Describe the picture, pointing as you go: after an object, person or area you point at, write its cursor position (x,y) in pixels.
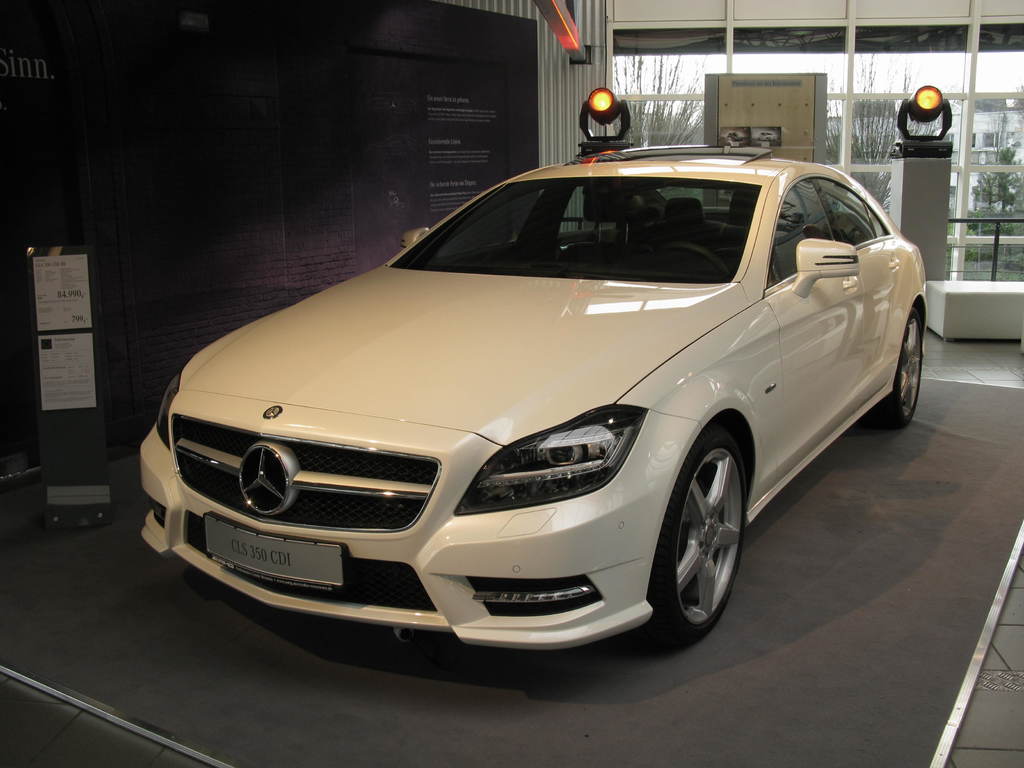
In this image, I can see a car (726,268), which is white in color. These are the focus lights (603,138). This looks like a board (102,522). I think this is a kind of a hoarding (296,127). I can see a glass window (855,80). This is the floor (770,655).
